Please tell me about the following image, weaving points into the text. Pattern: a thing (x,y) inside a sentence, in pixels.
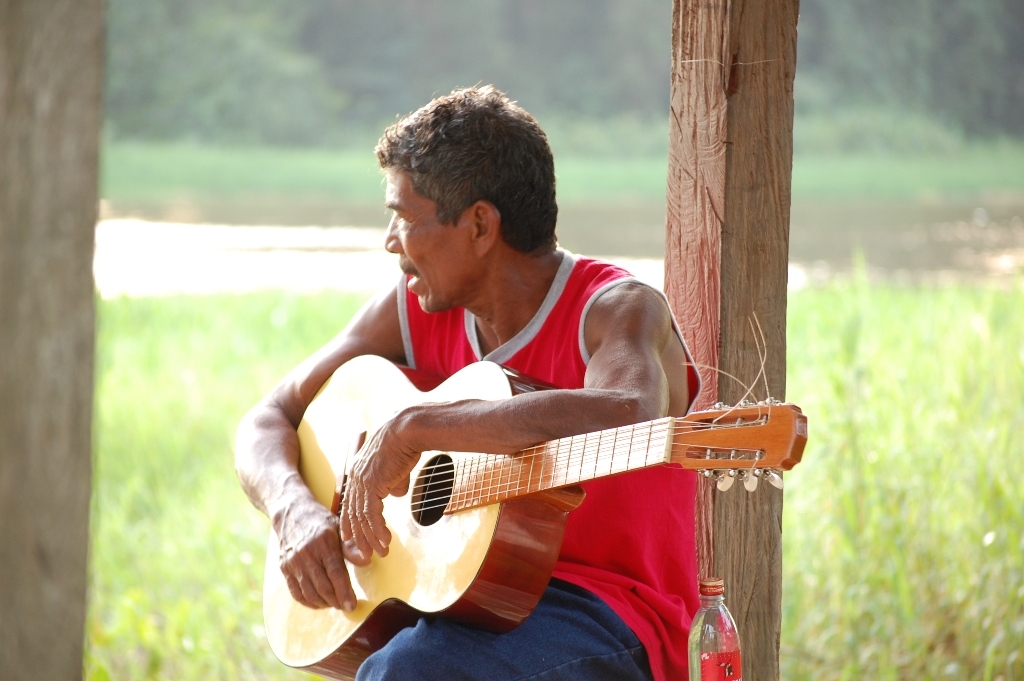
In this image I can see a man (488,360) is sitting and holding a guitar (447,495) in his hand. I can also see there is a bottle (718,630), wooden pole (733,364) and grass (901,410).
